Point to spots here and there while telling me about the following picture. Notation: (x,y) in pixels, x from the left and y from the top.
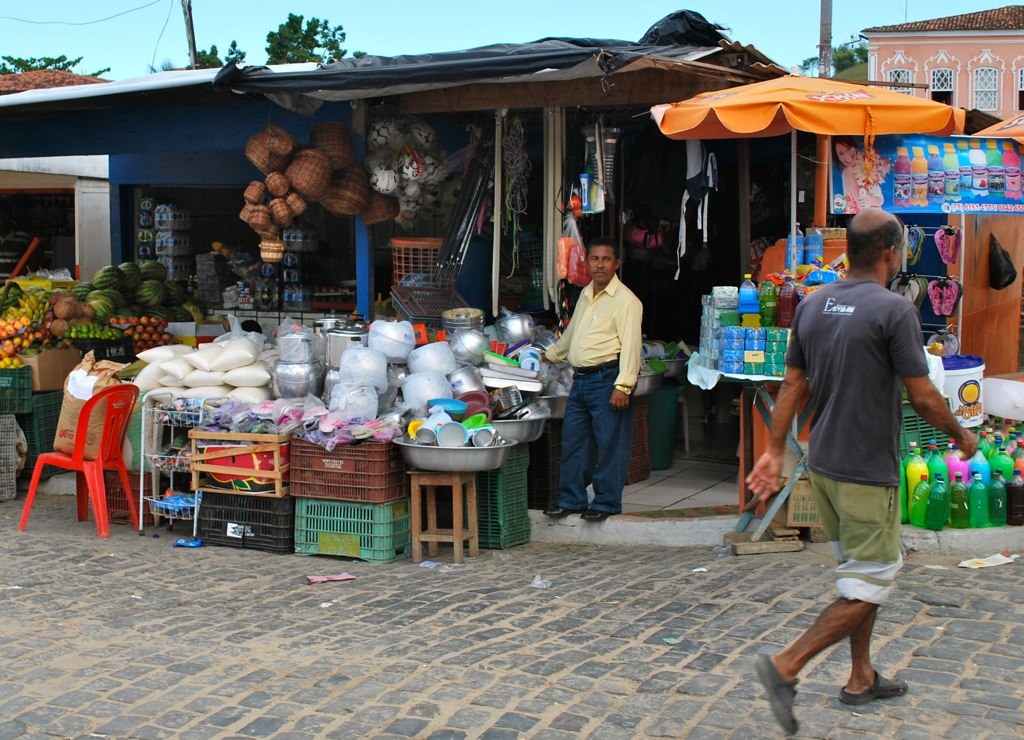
In this picture we can see a man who is standing on the floor (649,504). This is the stall (233,365). Here we can see some vegetables (139,295) and fruits (160,301). This is the chair (105,450). There are some vessels (451,374). These are the baskets (378,465). Here we can see a person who is crossing the road (968,644). And these are the bottles (949,479). On the background (382,34) we can see the sky (364,35). And this is the tree (314,41).
